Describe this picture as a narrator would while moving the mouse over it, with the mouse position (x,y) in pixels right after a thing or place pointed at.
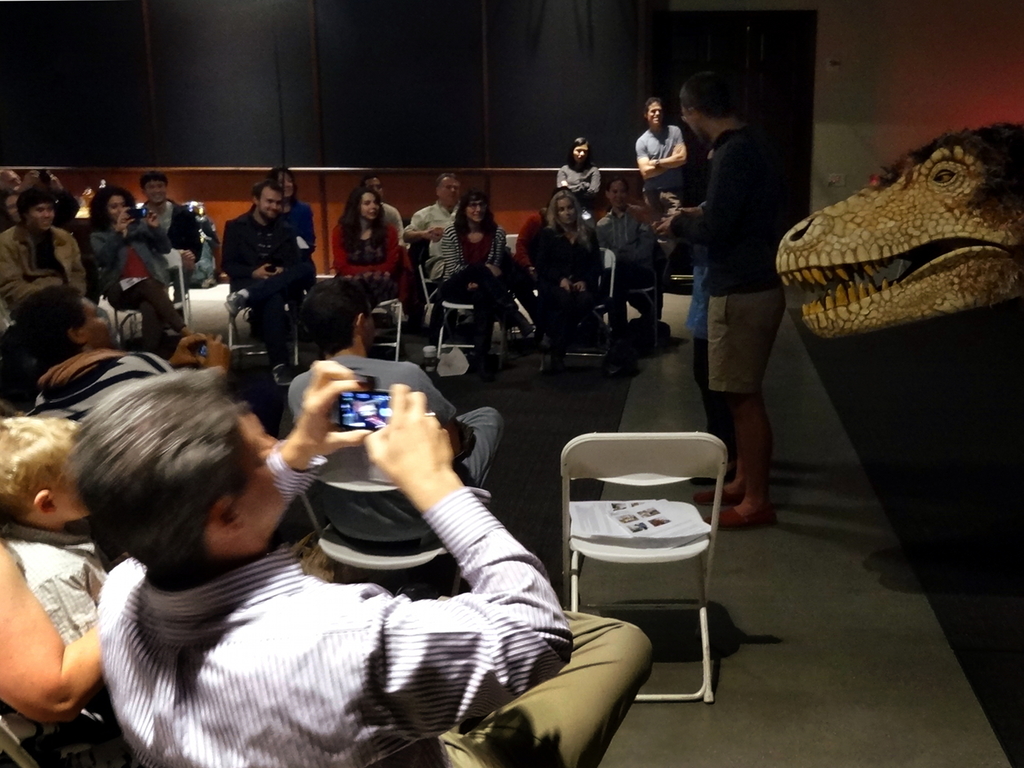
In this image i can see a group of people (560,231) sitting in a chair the man (228,632) sitting here holding a camera (353,416) at the back ground (893,102) i can see a wall (856,113).
